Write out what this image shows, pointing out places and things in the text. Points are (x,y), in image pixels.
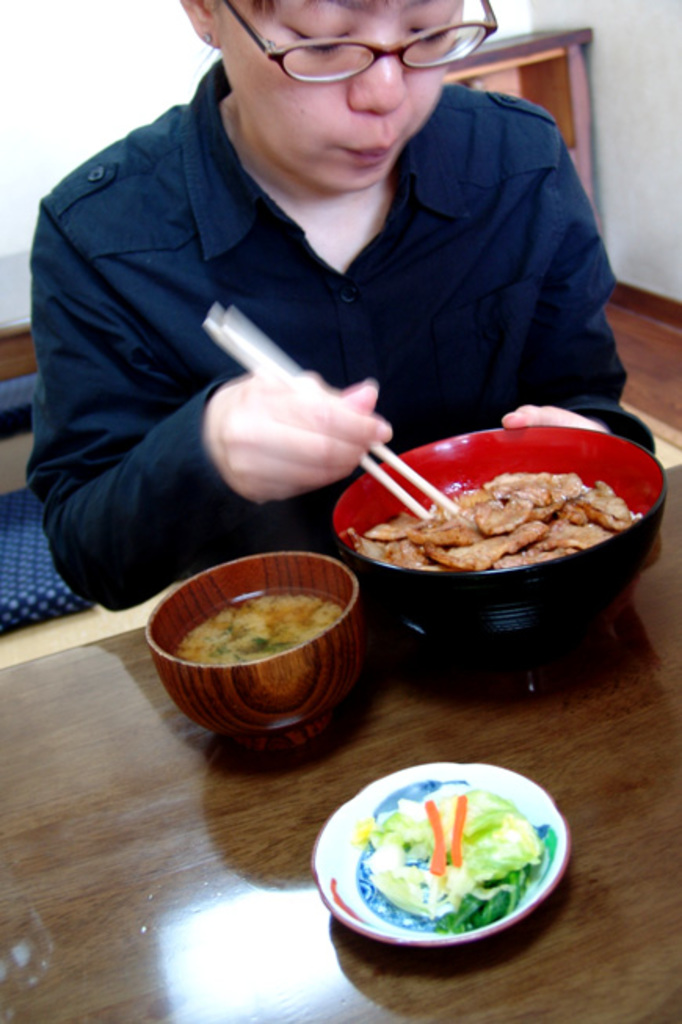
There is a man (244,478) sitting on the dining table (526,730) eating food (418,563) from the bowl (559,639) with the help of chop sticks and few other bowls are also there on table (667,716).
